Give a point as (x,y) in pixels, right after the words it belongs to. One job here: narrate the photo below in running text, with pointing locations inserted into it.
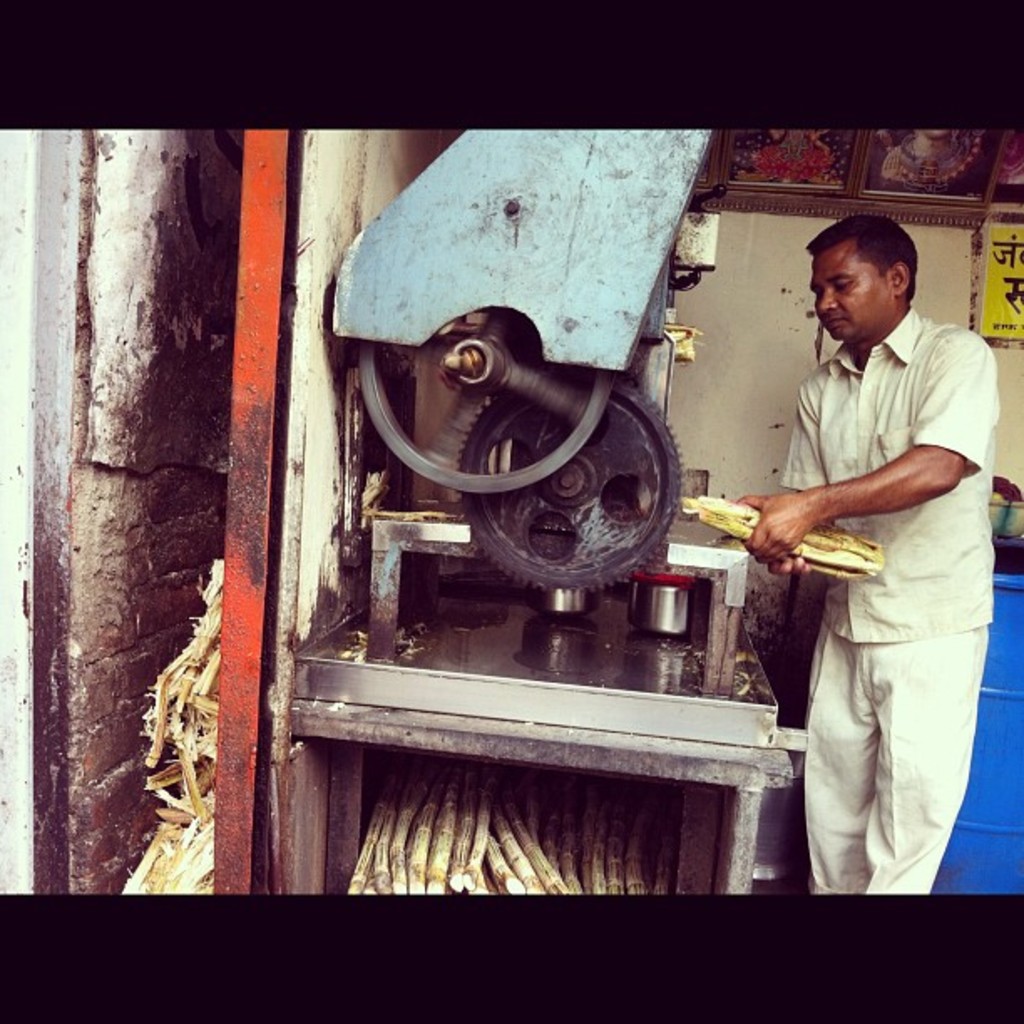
In this image there is a sugarcane crusher (506,398) in the middle (544,452). On the right side (873,463) there is a man (896,529) who is keeping the sugar cane (746,515) into the crusher (585,509). At the bottom (455,848) there are so many sugar canes (502,834). On the left side (179,691) there is waste (193,725).
